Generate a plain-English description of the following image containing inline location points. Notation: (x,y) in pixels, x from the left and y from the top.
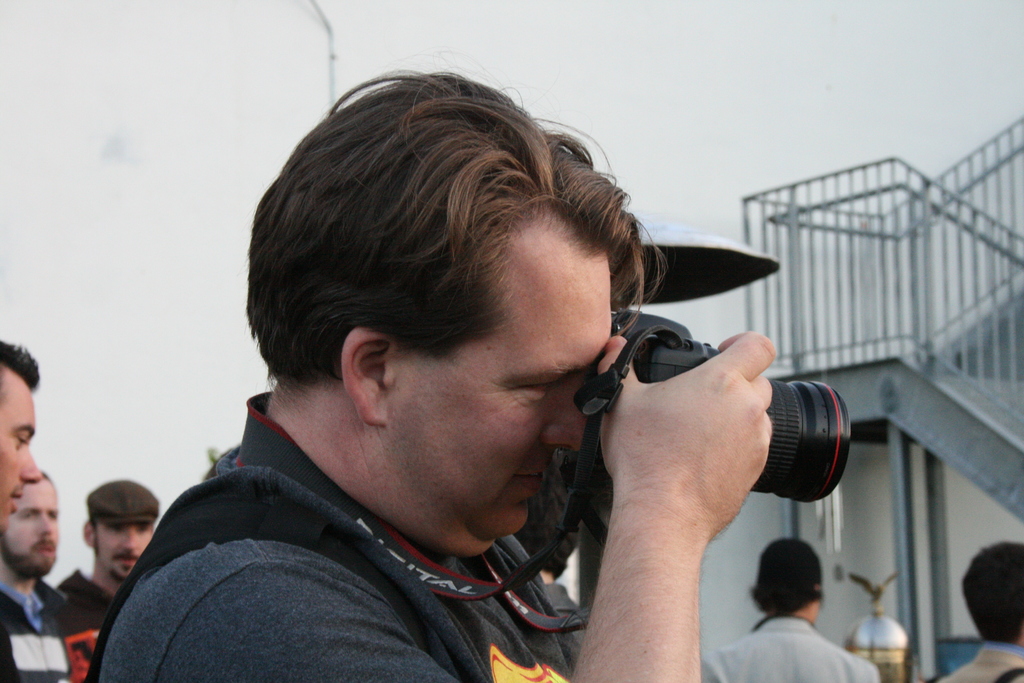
This image is taken in outdoors. In the right side of the image (902,308) there is a staircase (976,395) with railing (867,280). In the left side of the image (64,639) three people (68,590) were standing. In the middle of the image (347,320) a man (138,641) is standing and holding a camera (784,437) to take pictures. At the background (75,183) there is a wall (599,61).
